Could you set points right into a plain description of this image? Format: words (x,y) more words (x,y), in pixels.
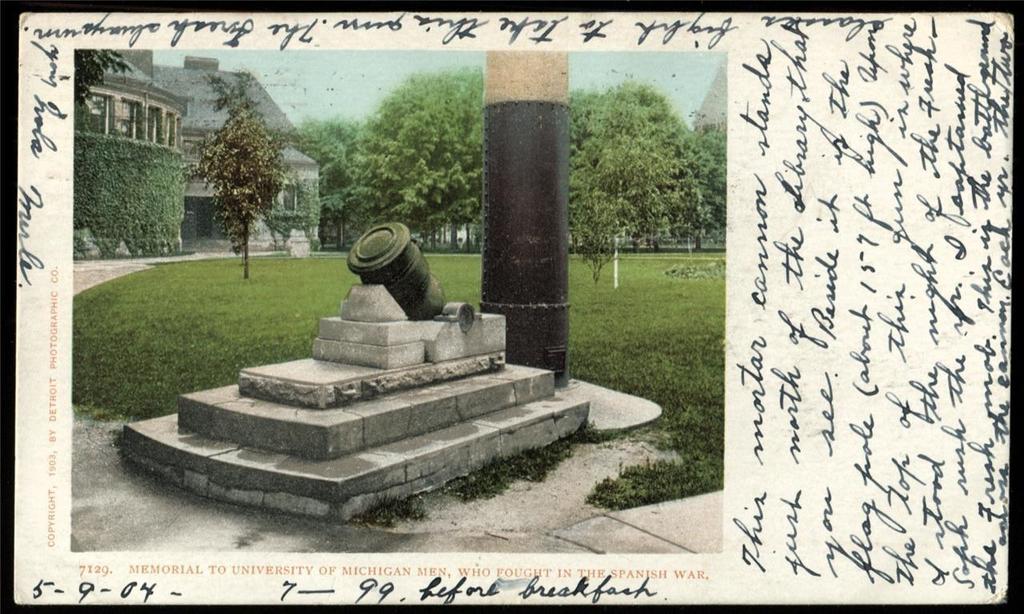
In this image there is a paper (168,244) with words (324,568), numbers (50,461), a photo (661,279) of house (315,181), grass (189,381), trees (262,184), and sky (314,81) on the paper (339,150).
